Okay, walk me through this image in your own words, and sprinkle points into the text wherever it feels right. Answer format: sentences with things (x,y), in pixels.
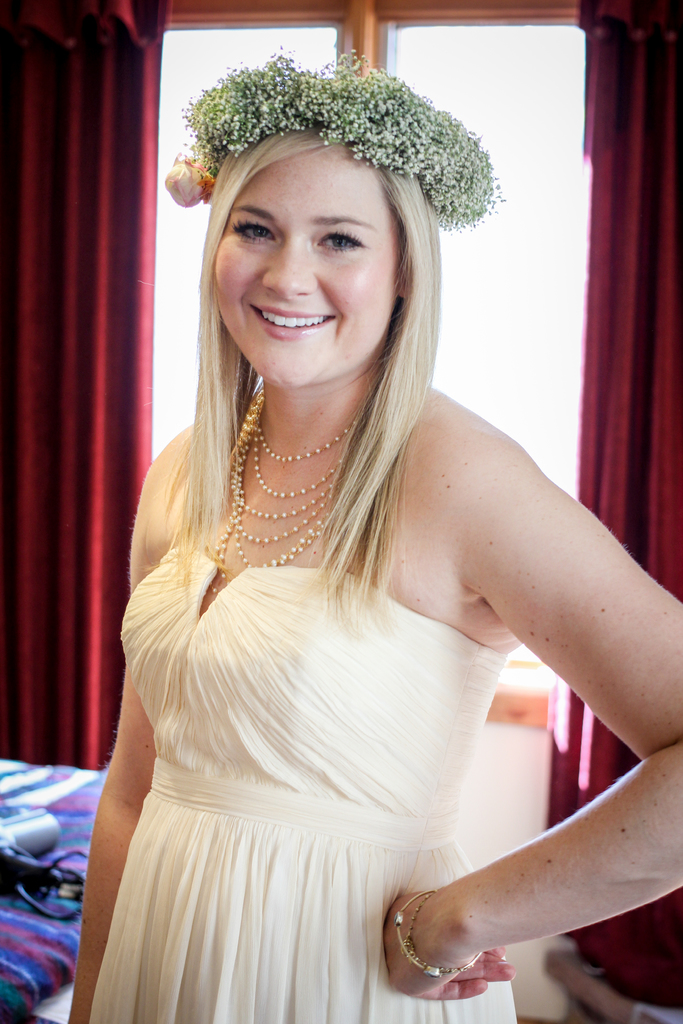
In this image I can see the person (209,841) and the person (346,834) is wearing white color dress (418,756). In the background (599,428) I can see the window (543,111) and few curtains (629,468) in maroon color.
